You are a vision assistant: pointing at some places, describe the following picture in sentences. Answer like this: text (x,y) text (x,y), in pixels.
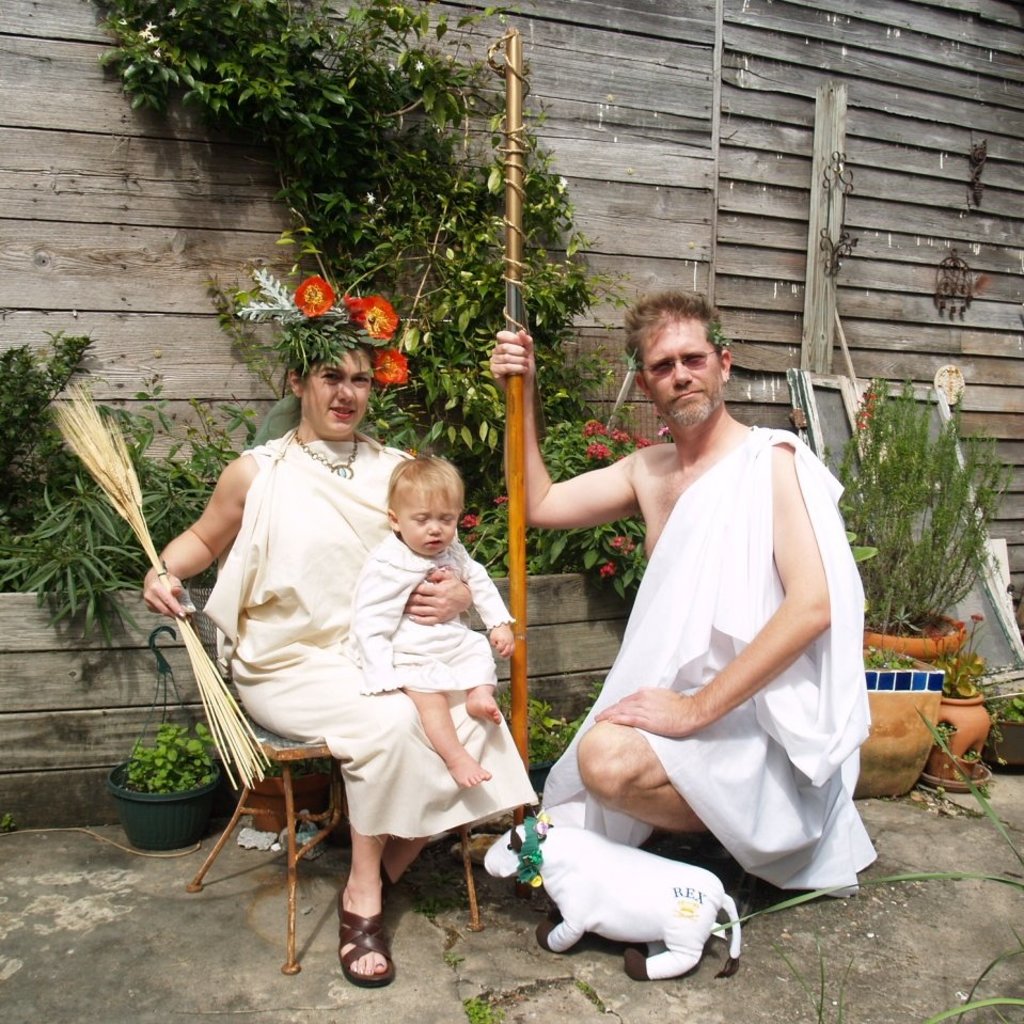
In this image there is one person (747,679) sitting on the right side of this image (749,632) is holding a stick (516,65) and wearing a white color dress (716,653). There is one woman (379,487) sitting on a chair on the left side of this image (224,591) is holding an object (123,462) and a baby (388,618) as well. There are some plants (502,478) in the background (384,412). There is a wooden wall (700,194) as we can see on the top of this image (741,225).
